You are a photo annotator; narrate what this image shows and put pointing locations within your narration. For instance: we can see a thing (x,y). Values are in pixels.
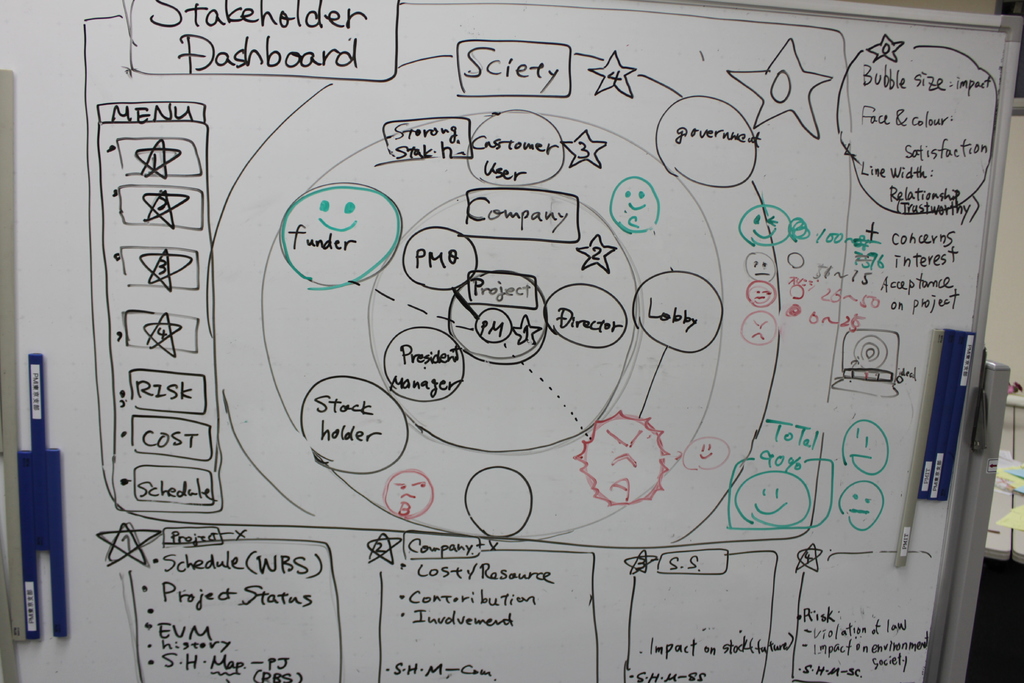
In this picture we can see a white board (675,359) in the front (511,393), we can see handwritten text (484,546) on this board (494,260).
